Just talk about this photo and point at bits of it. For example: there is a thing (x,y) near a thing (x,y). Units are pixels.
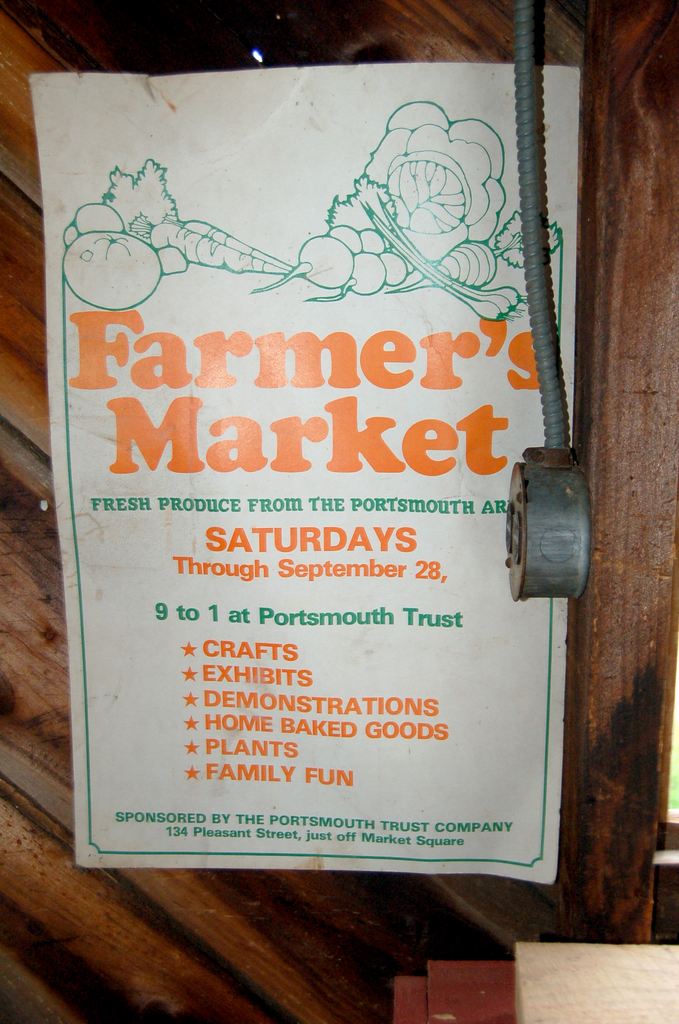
In this image there is a poster (122,214) with some images (77,229) and text (381,703) attached to the wooden wall (302,942) and there are a few objects (491,982).
